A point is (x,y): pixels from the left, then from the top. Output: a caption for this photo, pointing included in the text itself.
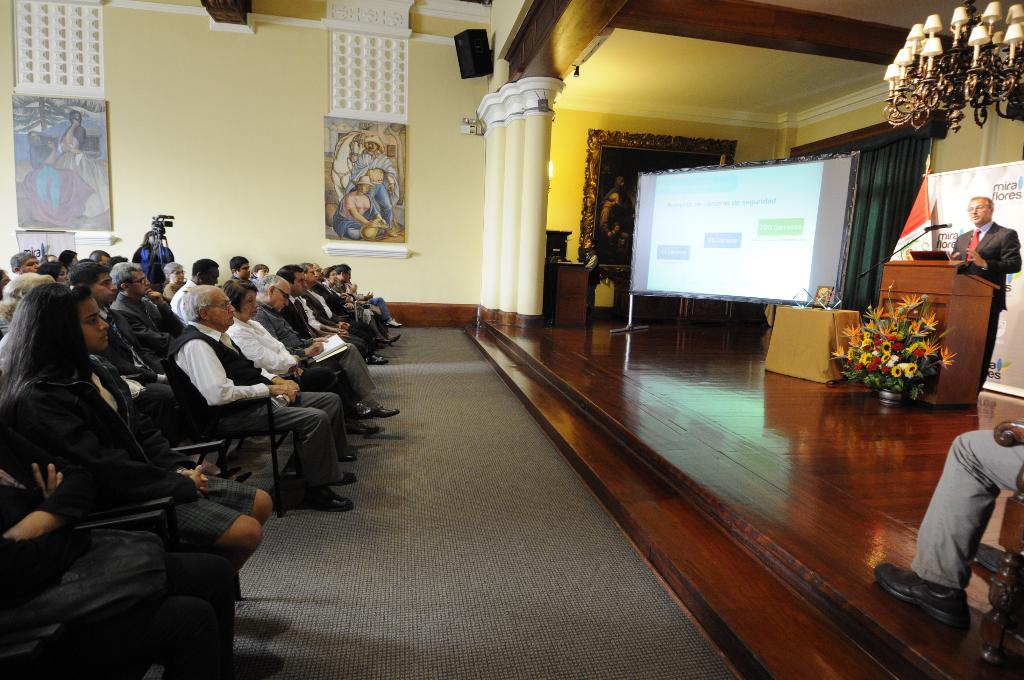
It is a meeting, a person (972,266) is standing on the dais (894,412) in front of a table (951,290) and speaking something, behind him there is a banner (945,217) and in the left side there is a presentation screen (782,218) and something is being projected on that screen (767,215). In front of the dais (616,341) a lot of people (202,354) are sitting in the chairs (26,643) and listening to his speech, behind the people (195,267) there is a person (151,255) capturing photos through the camera (163,221) and in the background (264,152) there is a wall (290,152) and there are two photo frames (348,155) attached to the wall (297,156), in the right side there are pillars (498,141) and above the pillars (488,122) there is a speaker (466,49).
